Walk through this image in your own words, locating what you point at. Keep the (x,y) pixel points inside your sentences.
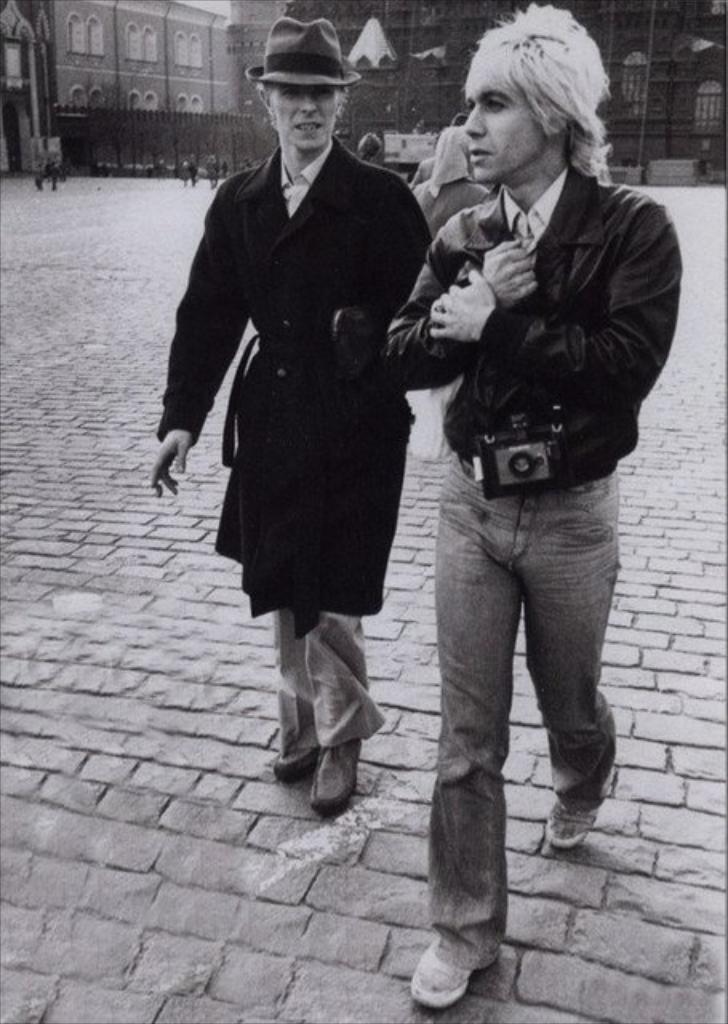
In this image we can see few buildings (362,53). There are few people (451,206) in the image. A person (583,476) is carrying an object (518,468) in the image.
